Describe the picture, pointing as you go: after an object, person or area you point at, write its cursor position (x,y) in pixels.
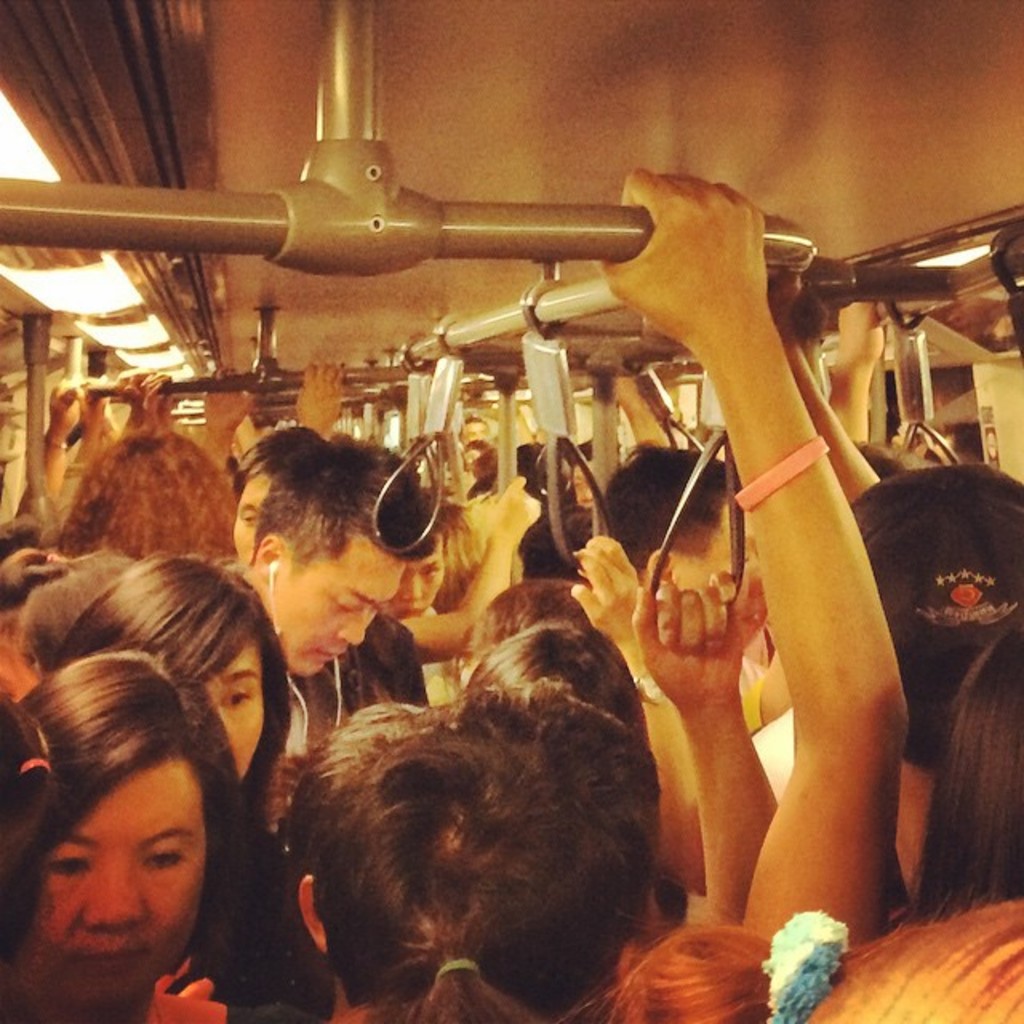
In this image there are so many people (424,836) standing in the bus (600,441) holding hangers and poles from the top.
